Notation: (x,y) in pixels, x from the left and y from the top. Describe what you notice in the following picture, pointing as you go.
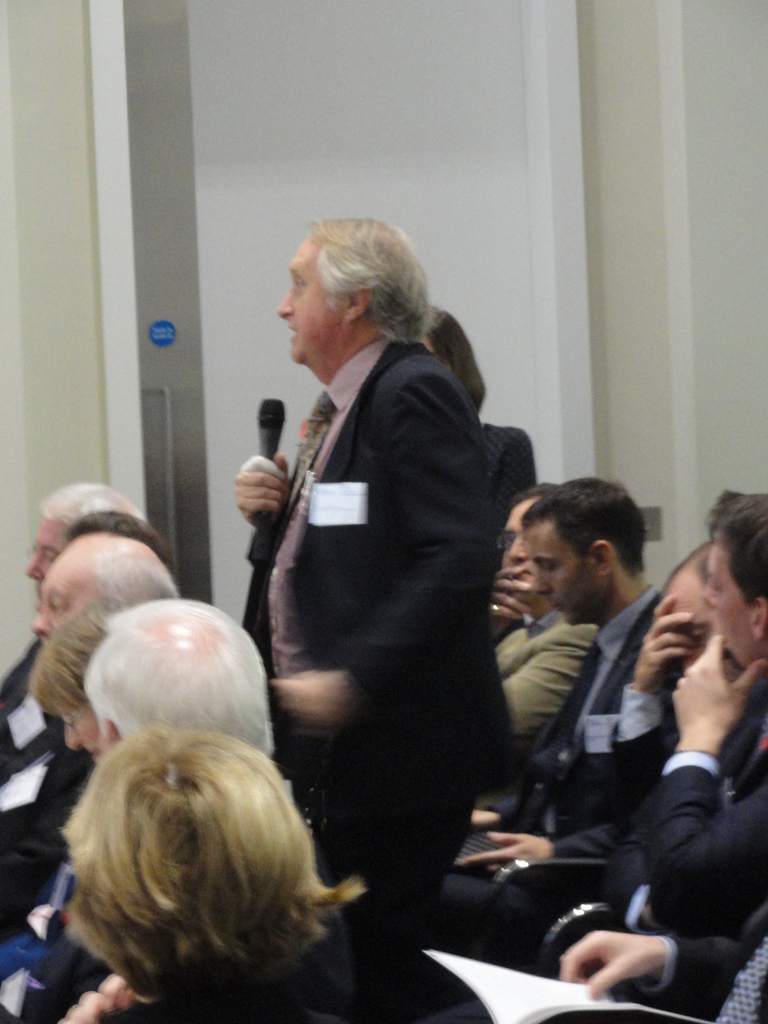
In this image there are two persons (373,274) standing, a person (310,419) holding a mike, there are group of people (37,541) sitting on the chairs (605,919), and in the background (568,254) there is wall (74,330), door (134,74).
